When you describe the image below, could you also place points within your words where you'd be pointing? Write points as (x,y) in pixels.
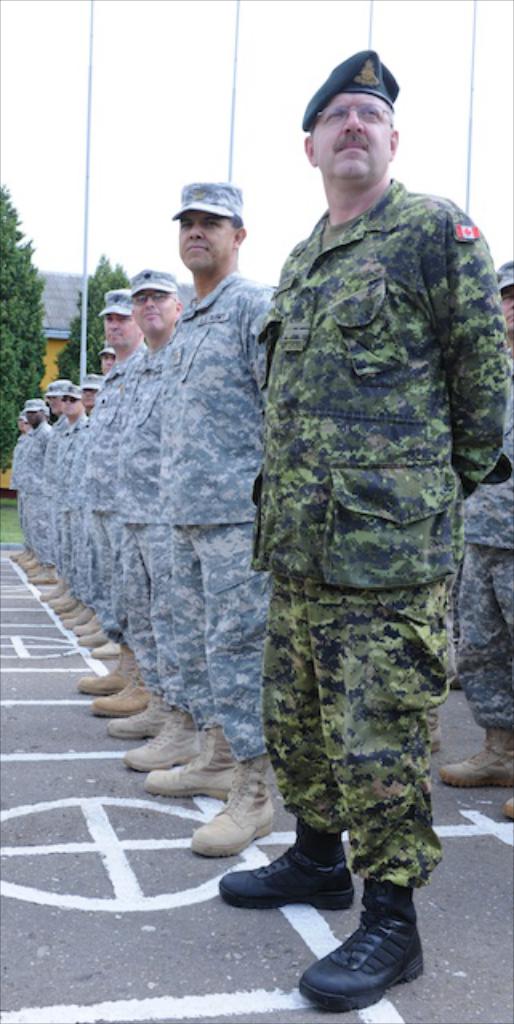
on the right side (370,143) a man (477,450) is standing on the road (273,1002), he wore green color dress (394,475), beside him there are group of persons (261,432) that are standing in a line. At the top (170,75) it's a sky (112,113).
